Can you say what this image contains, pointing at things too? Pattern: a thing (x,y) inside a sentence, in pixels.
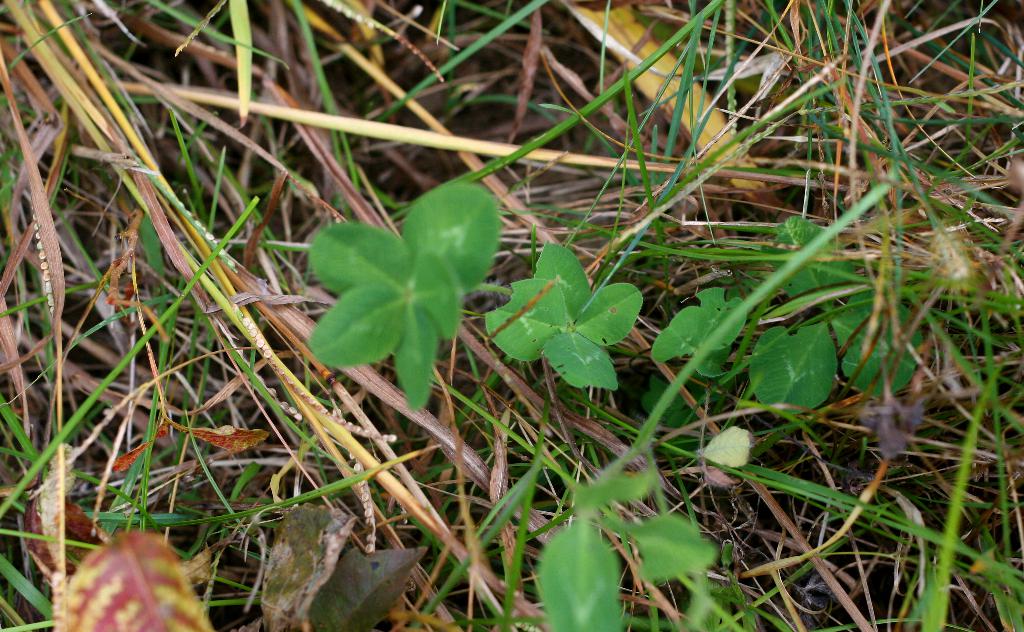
In this picture we can see leaves (355,337) of some plants (682,324).
